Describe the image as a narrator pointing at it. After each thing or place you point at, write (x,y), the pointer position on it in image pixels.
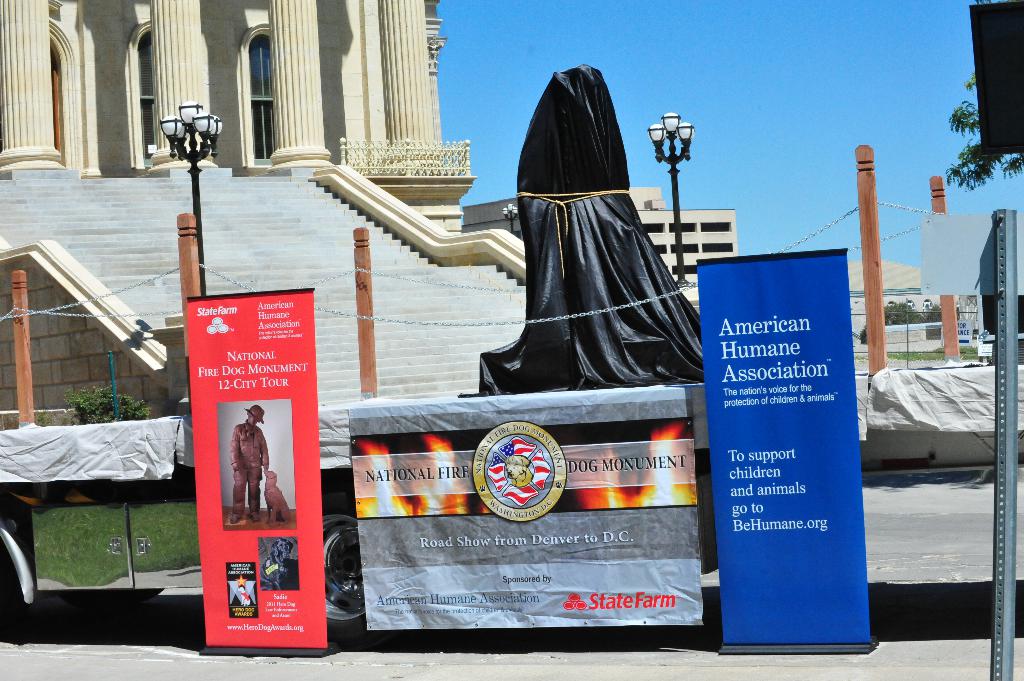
In this picture, there is a statue (599,120) in the center (668,308). Beside the statue (641,362), there are boards (525,509) with some text (783,491). Around the statue (653,319), there are wooden poles (868,272) with chains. On the top left (147,106), there is a building (191,99) with stairs (385,244) and pillars (390,82). In the background (725,135), there are buildings (493,226), trees (910,312), poles (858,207), sky (815,101) etc.
